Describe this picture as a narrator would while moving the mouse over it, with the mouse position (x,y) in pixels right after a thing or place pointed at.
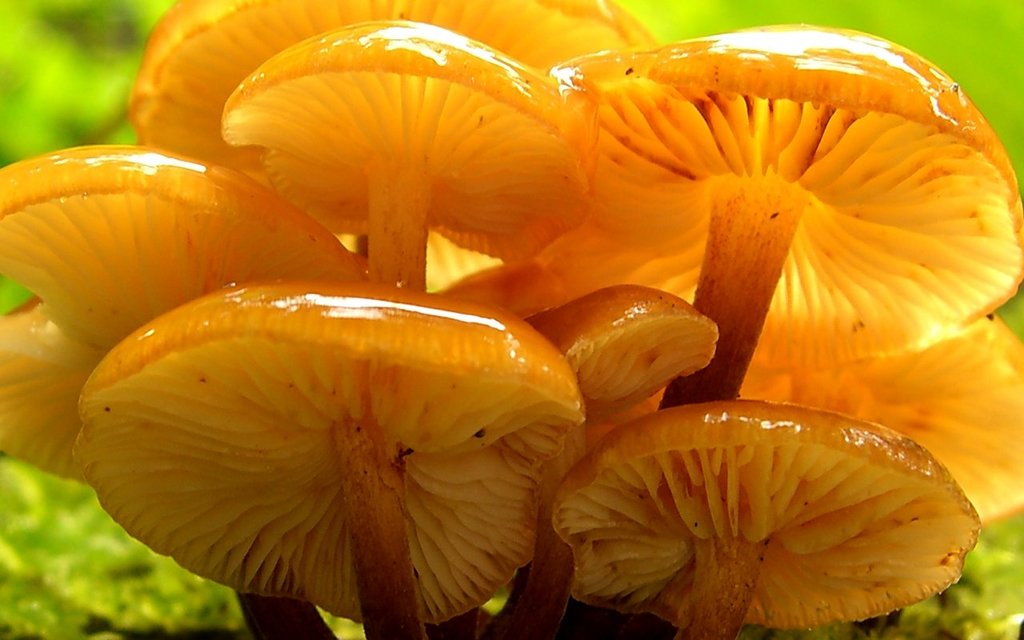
In the image in the center (411,322), we can see mushrooms (447,190), which are in orange color.
